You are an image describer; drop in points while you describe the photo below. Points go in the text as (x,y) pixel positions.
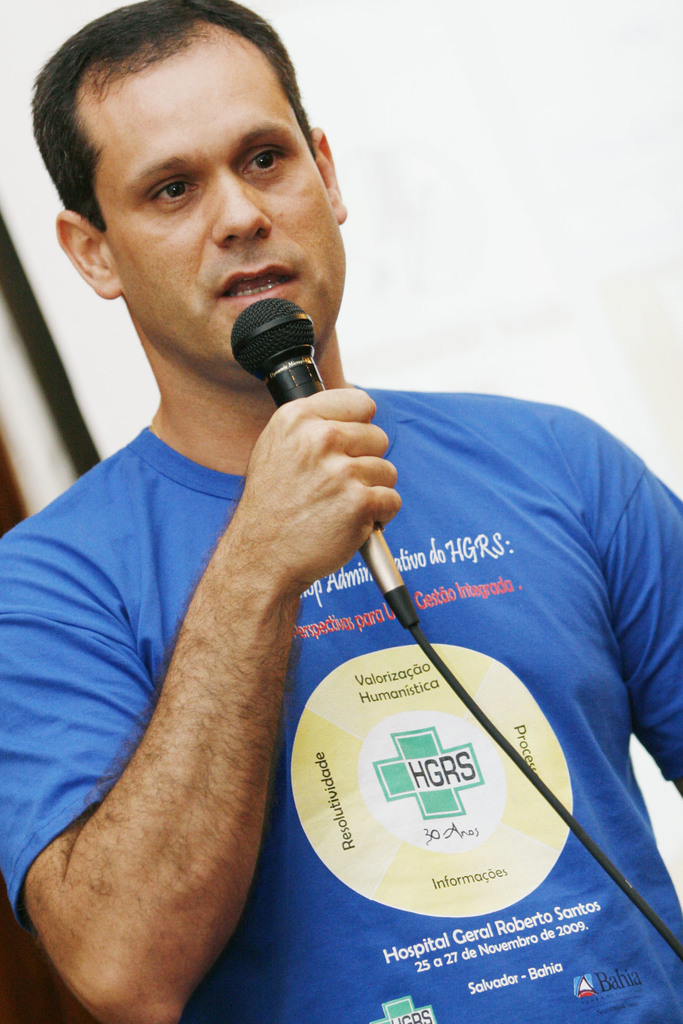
A person (253,656) wearing a blue color t shirt (313,739) is holding a mic (250,358). On the t shirt (379,721) there is something written. In the back (517,239) there is a white wall (489,201).
